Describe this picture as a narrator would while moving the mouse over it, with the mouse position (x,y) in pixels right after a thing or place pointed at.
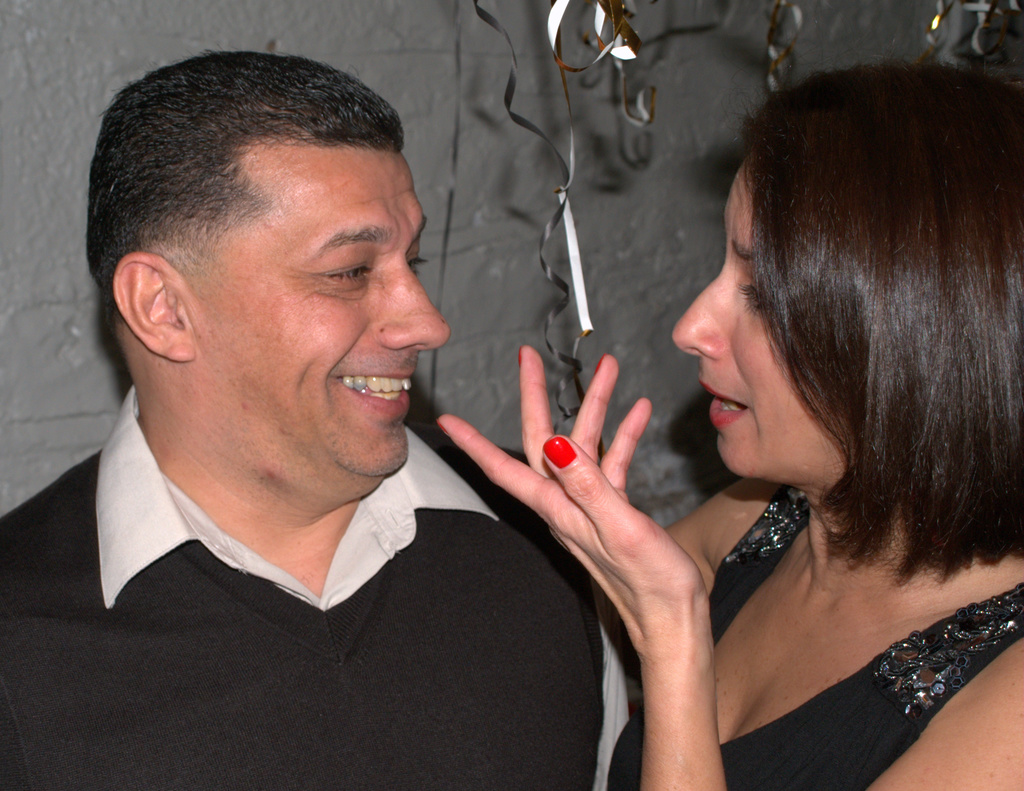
In this picture I can observe a couple (752,476). The man (296,379) is smiling. Both are wearing black color dresses (515,687). In the background (40,174) there is a wall (458,228).
